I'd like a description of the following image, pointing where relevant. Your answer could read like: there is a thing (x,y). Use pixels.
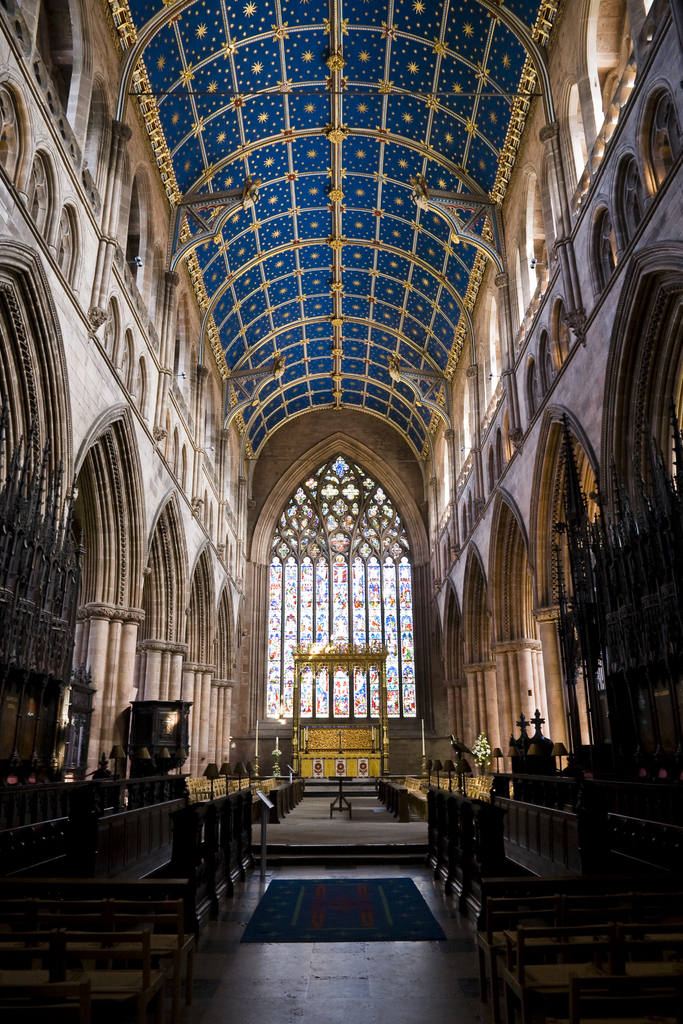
This is inside of the building (378,873), we can see benches (126,936) and mat (349,920) on the floor (328,968). In the background (361,733) we can see cross symbols (527,741), bird (464,752) standing on the surface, flowers (476,753), table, box (187,706) and painting (272,625) on glass (296,613). We can see windows (671,118).
